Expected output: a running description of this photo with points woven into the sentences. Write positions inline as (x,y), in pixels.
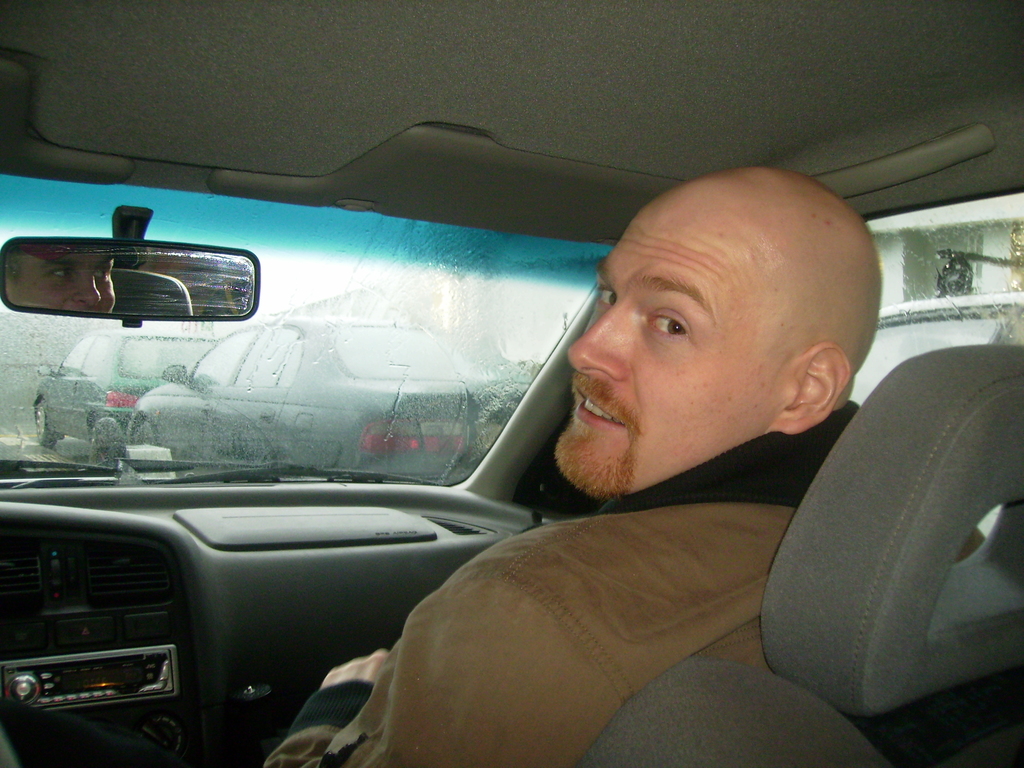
In this image we can see a person (781,363) in the car (377,495) and from the glass window (384,436) of the car (340,305) we can also see some more vehicles (186,374) on the road (7,424).
